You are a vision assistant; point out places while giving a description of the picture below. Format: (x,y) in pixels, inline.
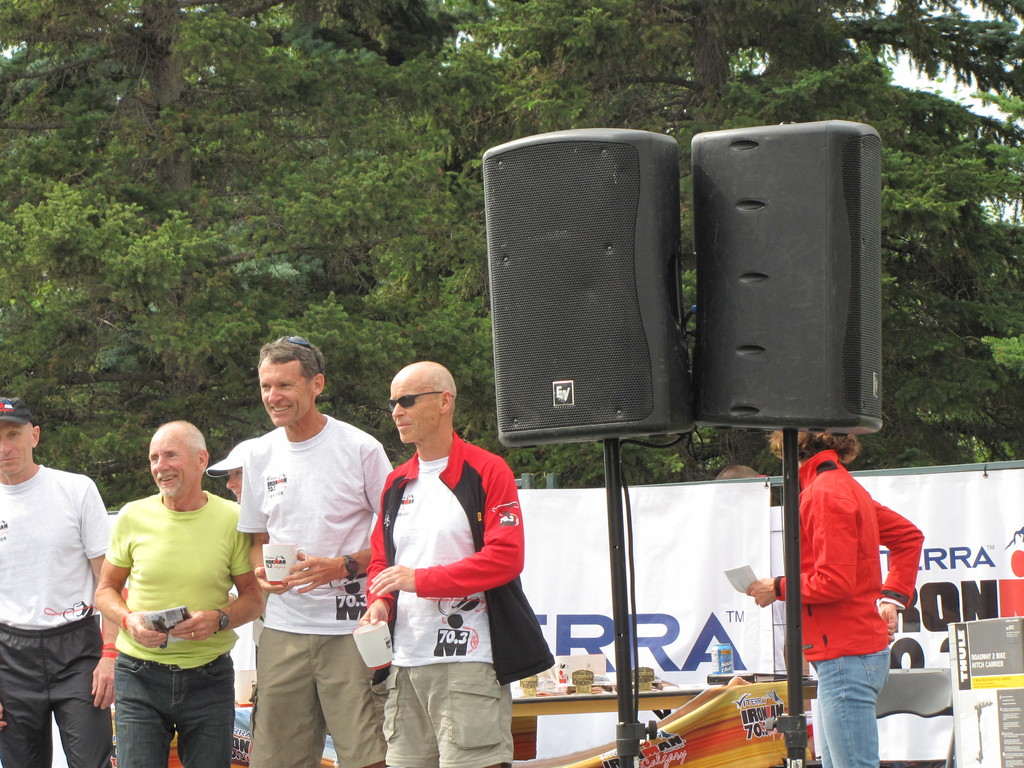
In this image there are two speakers (639,380) in the middle (589,364). Beside the speakers (591,357) there are two men (344,563) who are holding the cups (362,644). In the background (347,163) there are trees (369,94). In the background (700,672) there is a banner (681,679). In front of the banner (683,600) there is a table (680,693) on which there are cards (566,672). On the right side (883,610) there is a person (858,618) who is standing beside the chair (917,686). On the left side (15,583) there are two persons (106,572) who are standing, one is holding the cards (169,624).
